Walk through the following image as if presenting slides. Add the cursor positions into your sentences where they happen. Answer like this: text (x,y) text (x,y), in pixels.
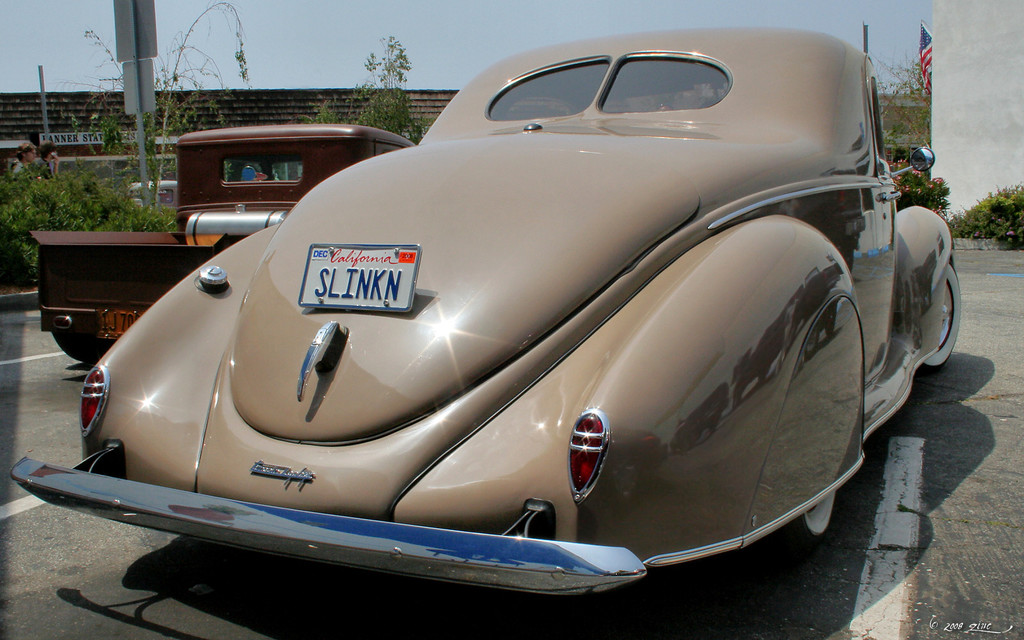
In this image I can see a car (609,237) which is brown in color on the road (889,514). I can see another vehicle (206,218) which is brown in color, few trees (141,222), a flag (925,32), few flowers (998,219), few buildings (19,112), few persons (49,148), few poles (44,132) and the sky (513,48) in the background (515,34).
